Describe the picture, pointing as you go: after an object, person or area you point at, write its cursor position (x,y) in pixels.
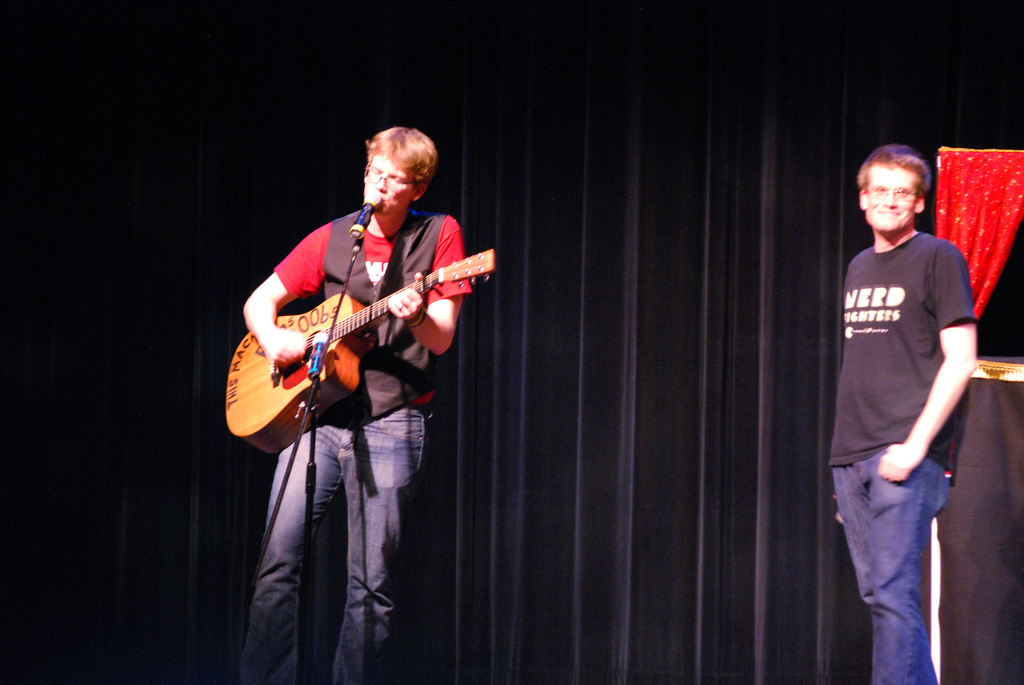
In this picture we can see a man (456,319) who is playing a guitar (321,374) and he is singing on the mike (367,214). On the right side of the picture (880,202) we can see a person (908,521) who is standing on the floor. And he is in black color t shirt (884,348). On the background (747,187) there is a curtain (729,261).
